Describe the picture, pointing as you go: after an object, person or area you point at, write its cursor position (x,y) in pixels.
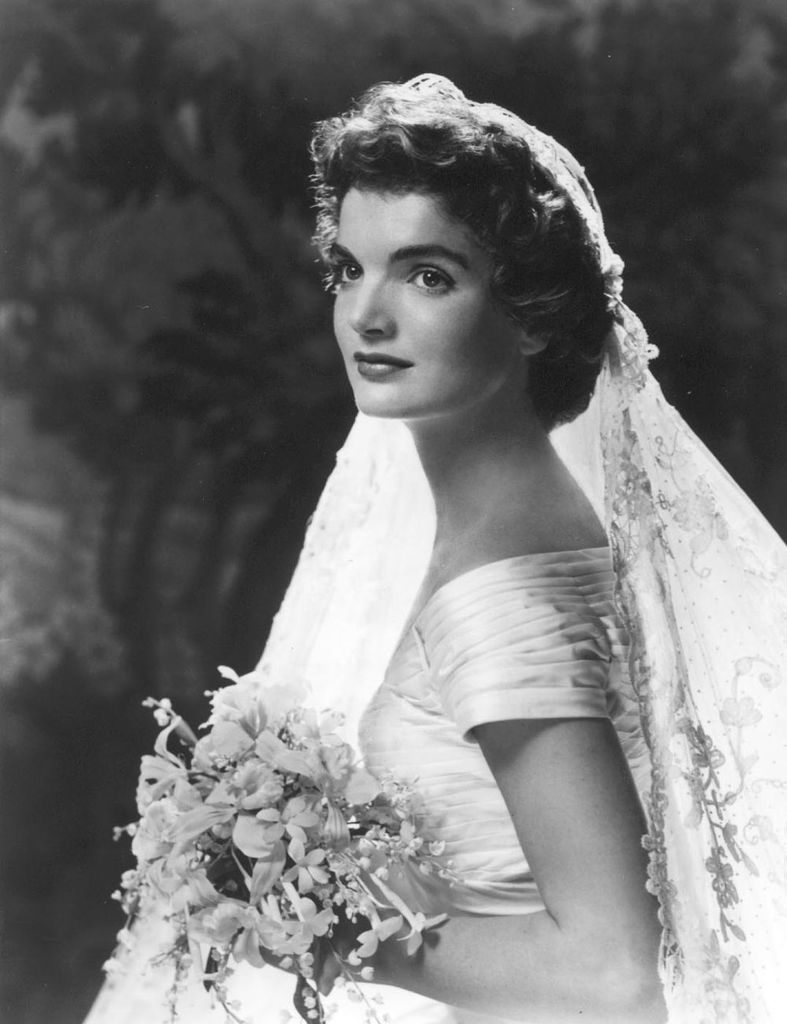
In this picture there is a woman (568,275) who is wearing white dress (568,604) and holding the flowers (388,837). In the background (386,46) we can see the trees (360,81).
